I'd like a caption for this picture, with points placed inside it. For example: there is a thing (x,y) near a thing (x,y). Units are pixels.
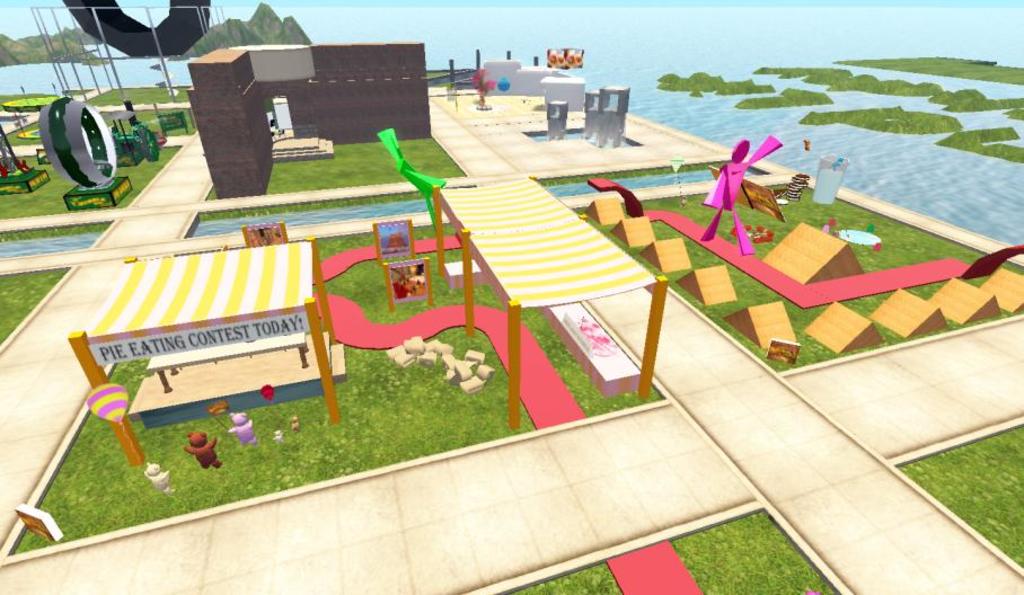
In this picture we can see a few teddy bears (234,426) on the grass (164,461). There is a balloon (122,392). We can see some text (182,338) on a white surface (236,332). There is a path (253,522). We can see the sheds (186,336) and a few walls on the grass (447,225). We can see a few colorful objects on the grass (418,369). There are a few green objects (166,119) visible on the left side (85,179). We can see a few objects (1016,284) on the right side (810,141). There is water (914,162). We can see small green plants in the water (72,89). We can see a few mountains (12,49) visible in the background (25,62).
